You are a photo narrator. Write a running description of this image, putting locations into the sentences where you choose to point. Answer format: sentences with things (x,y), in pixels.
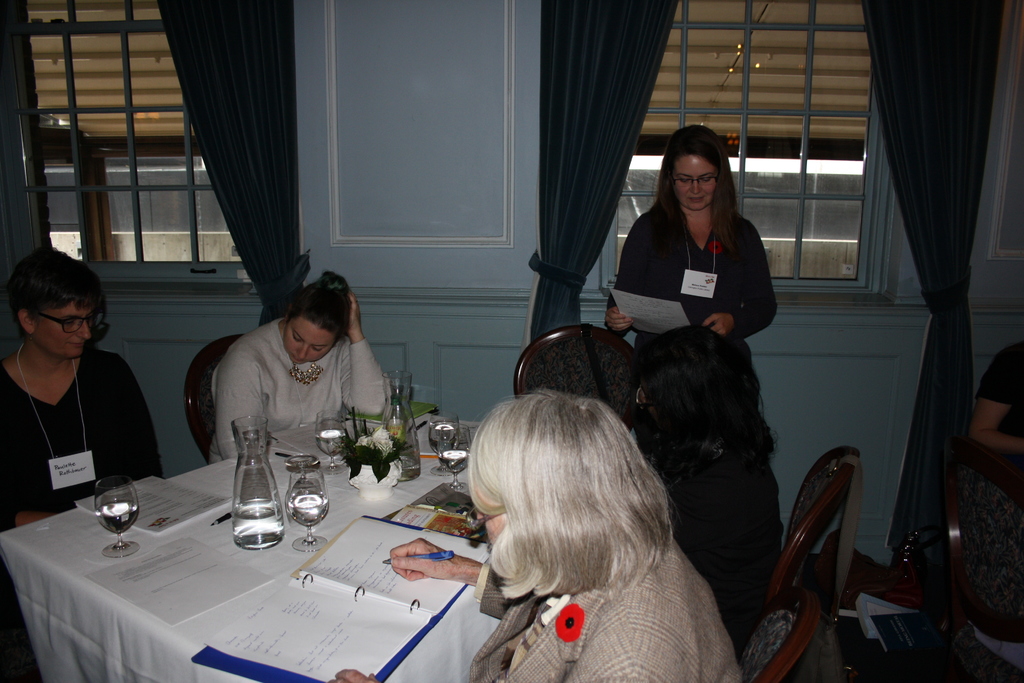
In this image there are four woman (564,670) sitting around a table (231,541) and another woman (645,283) is standing near the window (743,146). On the table (150,622) there are glass mug (253,502), glass (117,505) filled with water (115,520), flower vase (397,478), file (371,535), paper (164,509), pen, cloth (341,524). At the background (343,138) there is a wall (330,133) and a window (142,114) with the curtain (218,107).
